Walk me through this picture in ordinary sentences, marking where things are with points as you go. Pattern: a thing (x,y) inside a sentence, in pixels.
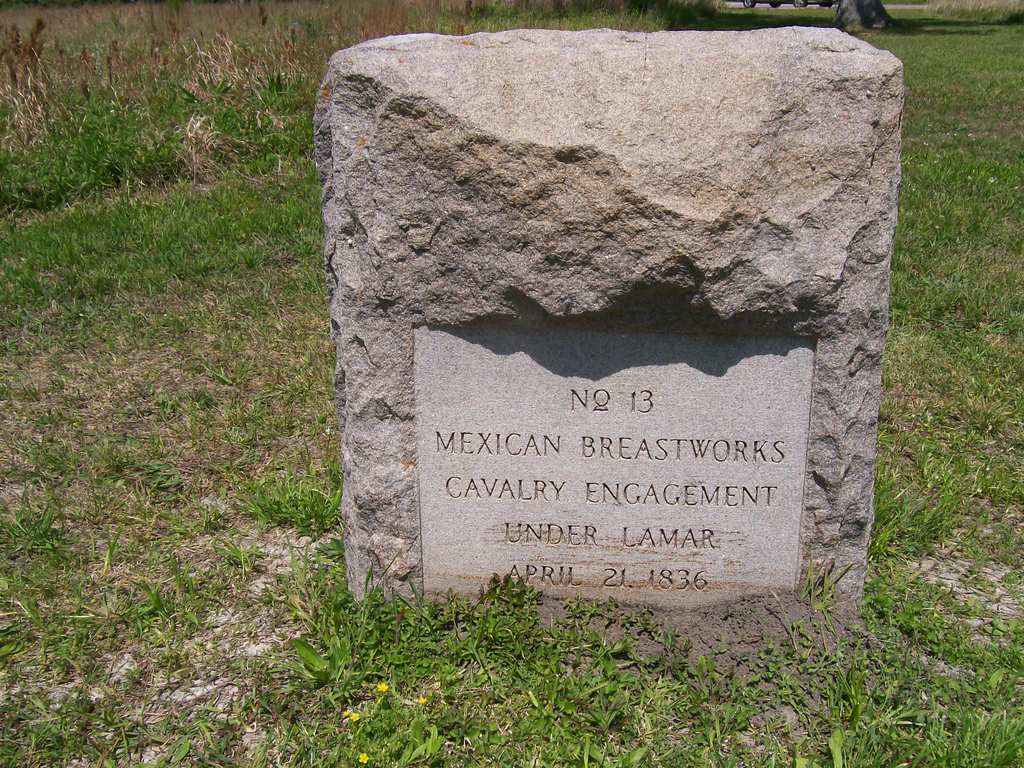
In this picture I can observe a headstone (471,347). There is some text (537,486) carved on this stone (681,419). I can observe some grass (241,363) on the ground (209,205).
